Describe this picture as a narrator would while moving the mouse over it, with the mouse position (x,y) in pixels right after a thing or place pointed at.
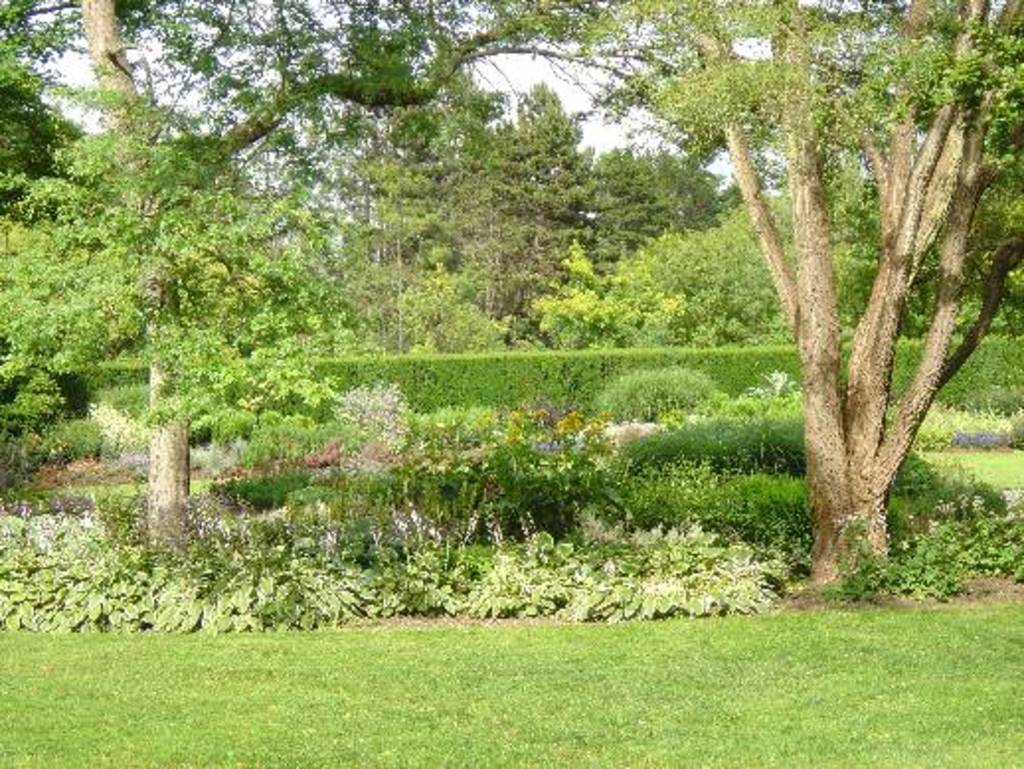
This is an outside view. At the bottom of the image (345,705) I can see the grass (162,694). In the background (287,525) there are some plants (454,490) and trees (492,183).
